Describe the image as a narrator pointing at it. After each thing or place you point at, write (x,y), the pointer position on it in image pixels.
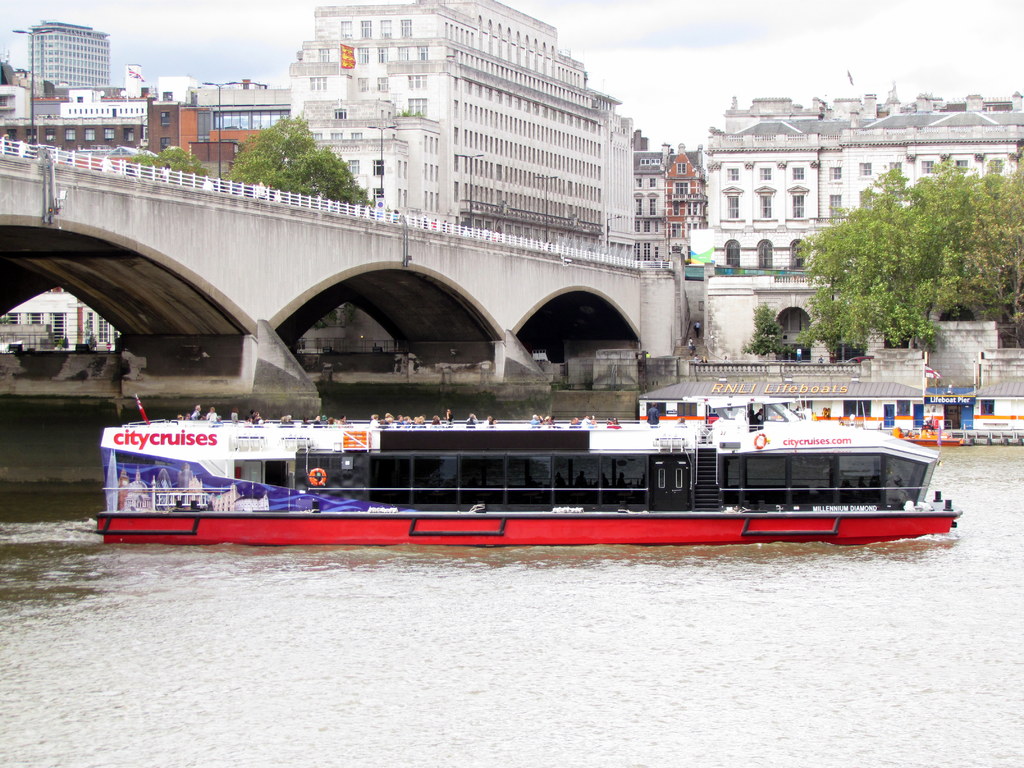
In this picture we can see some people (282,421) on the boat (522,421) and the boat (487,480) is on the water (437,648). Behind the boat (347,483) there is a bridge (377,235), trees (928,260), poles (33,102), buildings (240,109) and the sky (781,69).
